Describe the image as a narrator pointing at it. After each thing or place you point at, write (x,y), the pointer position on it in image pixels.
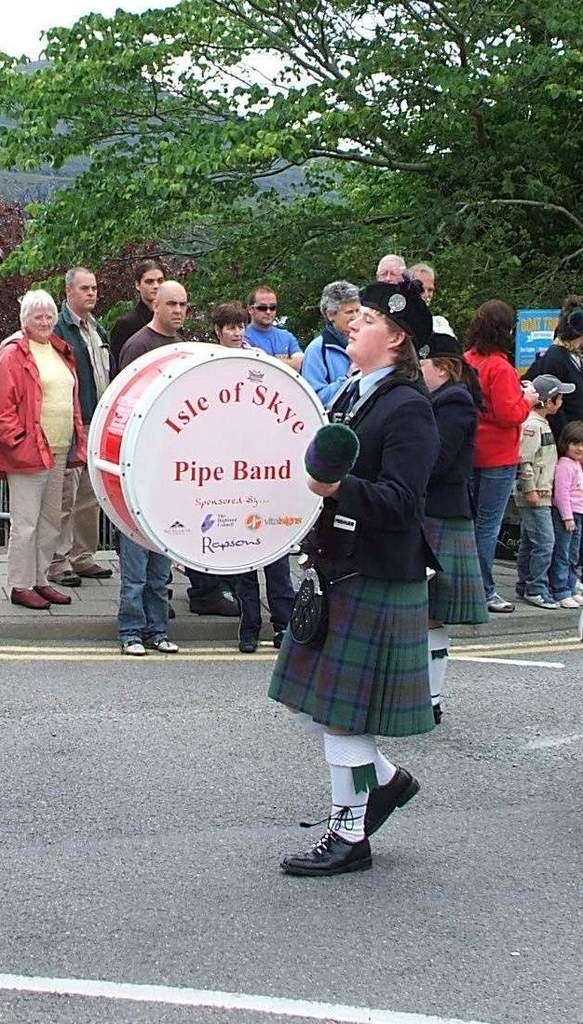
This image is clicked on the roads (129,971). There is a woman (352,708) walking and playing drums (247,473). She is wearing a black suit (409,532). In the background (43,247), there are many people (335,329) standing and there are many trees (313,212).
